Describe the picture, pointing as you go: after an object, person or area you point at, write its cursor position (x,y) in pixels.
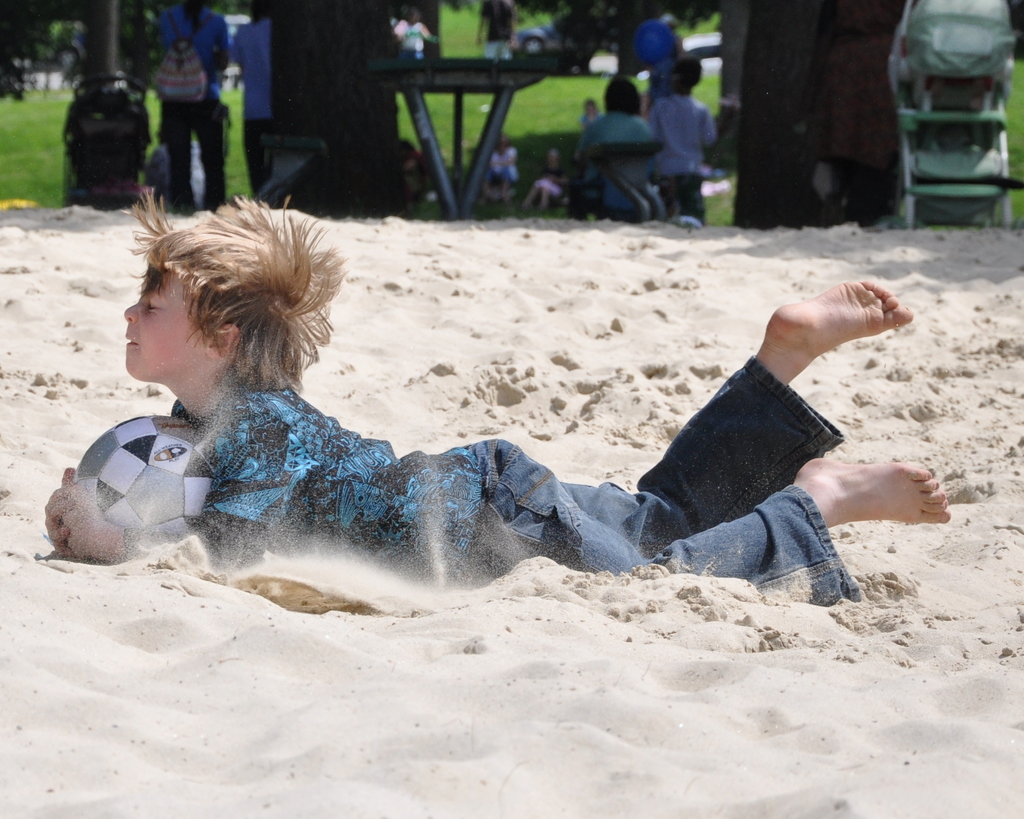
There is a boy (364,454) playing with ball (151,473) on a sand (550,400). In the background (449,72) there is a table (460,79) some people (617,107) trees (25,80) are there. There is a lawn (28,131) in the background (28,131).
